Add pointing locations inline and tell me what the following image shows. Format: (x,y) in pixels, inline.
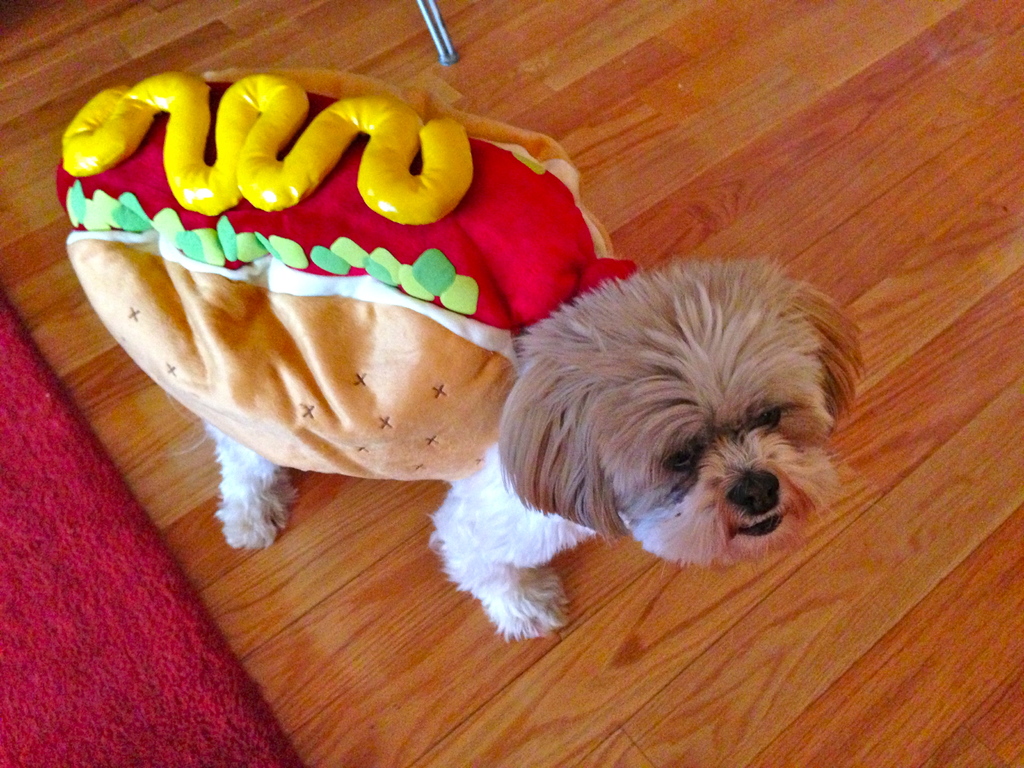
At the center of the image (460,472) there is a dog (556,424). At the bottom of the image (581,677) there is a wooden floor (781,230). On the left side of the image (84,625) there is a red color carpet (151,724).
